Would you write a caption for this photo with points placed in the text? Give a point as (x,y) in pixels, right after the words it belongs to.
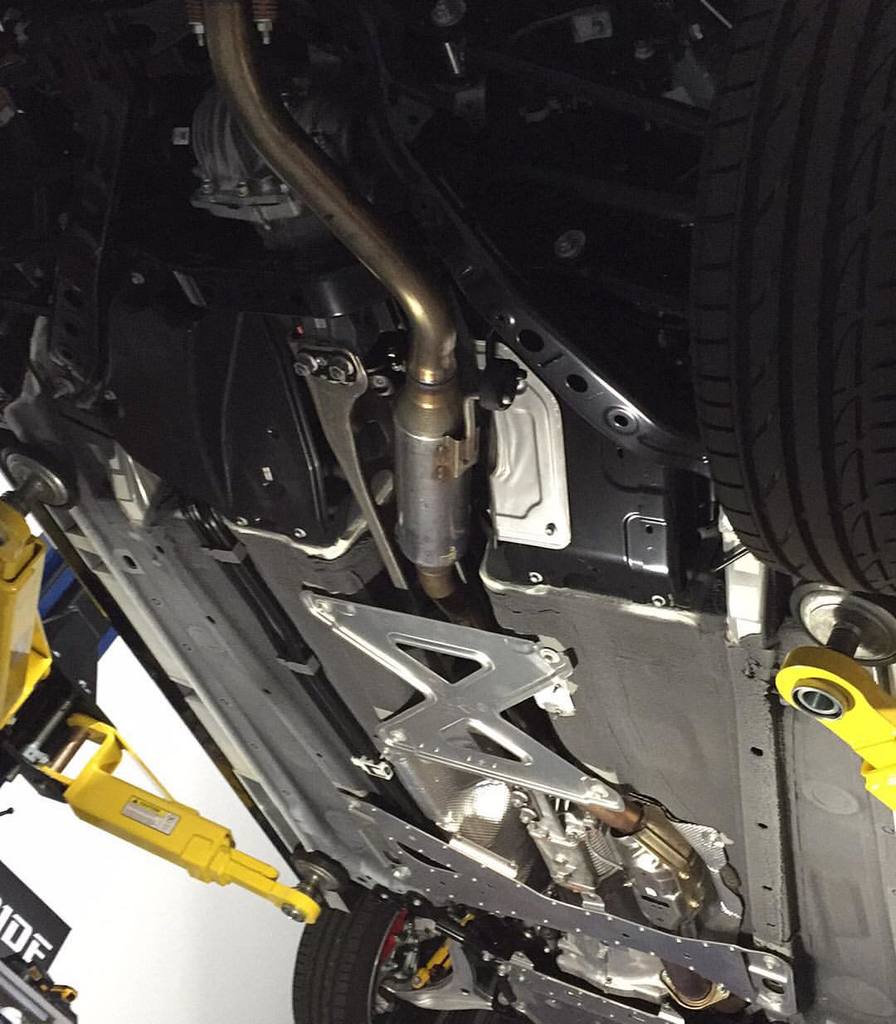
In this image, there is a bottom view of a car (411,754).
